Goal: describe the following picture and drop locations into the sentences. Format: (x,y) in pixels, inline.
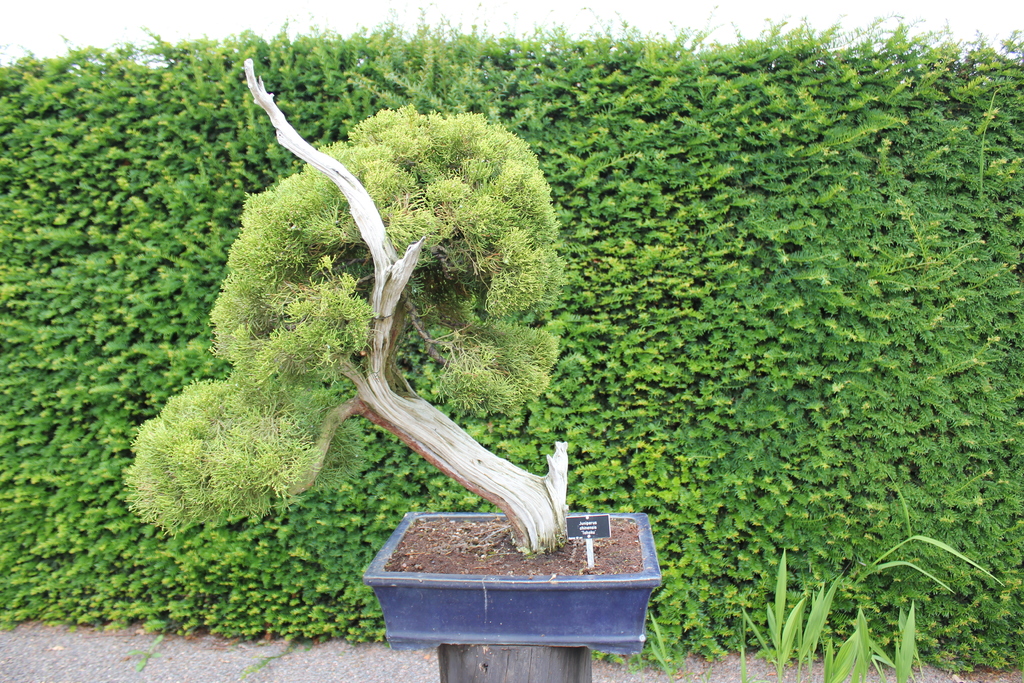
In this picture I can see a plant (481,480) in front (468,481) and in the background (60,249) I can see the bushes (804,389) and the path (90,661) and I see that it is white color on the top of this picture (555,17).
